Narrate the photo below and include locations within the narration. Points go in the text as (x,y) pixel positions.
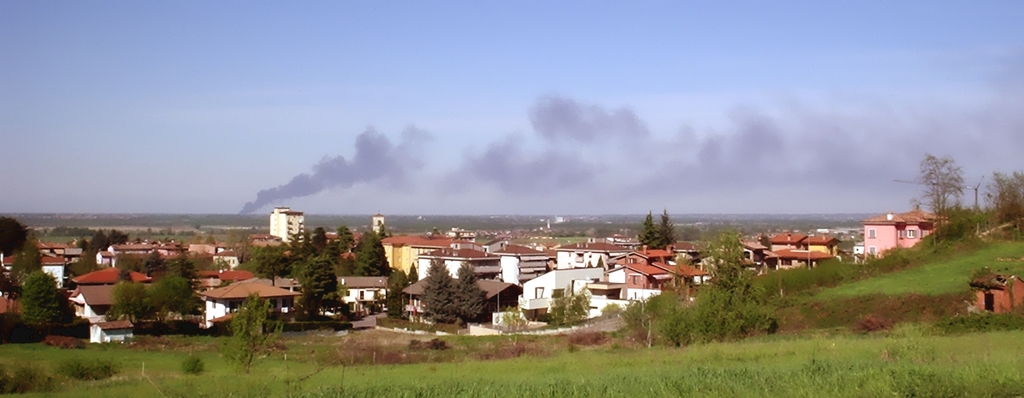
In this image we can see buildings (526,274), trees (475,297), street poles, street lights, plants (838,269), hills (847,292) and sky (139,119) with clouds (969,129).
